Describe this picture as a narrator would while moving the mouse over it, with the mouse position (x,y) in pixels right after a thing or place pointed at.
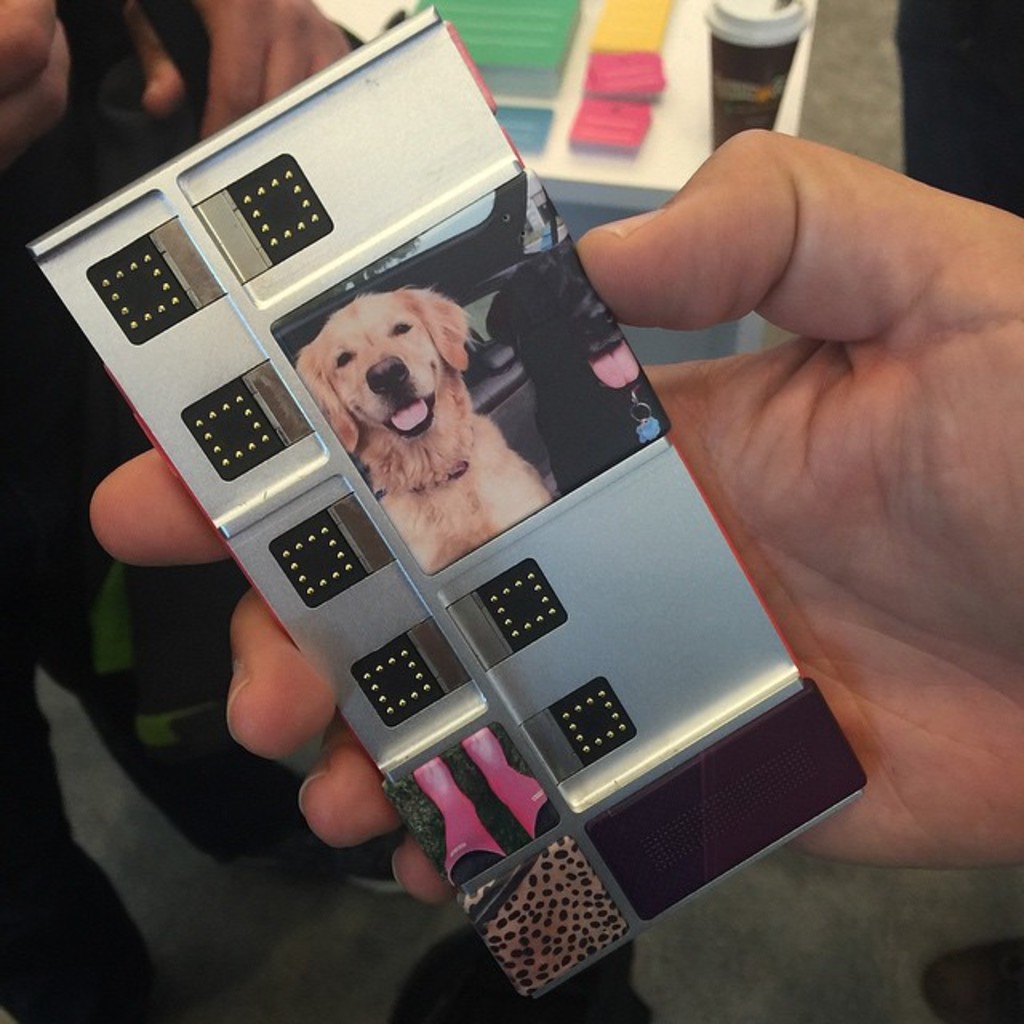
In this image we can see a person (935,601) holding a phone (483,378) on which a dog photo (454,381) is placed. In the background (99,150), we can see a person (92,135) carrying a bag (195,674) and standing on the ground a cup (749,53) is placed on the table (645,142).
